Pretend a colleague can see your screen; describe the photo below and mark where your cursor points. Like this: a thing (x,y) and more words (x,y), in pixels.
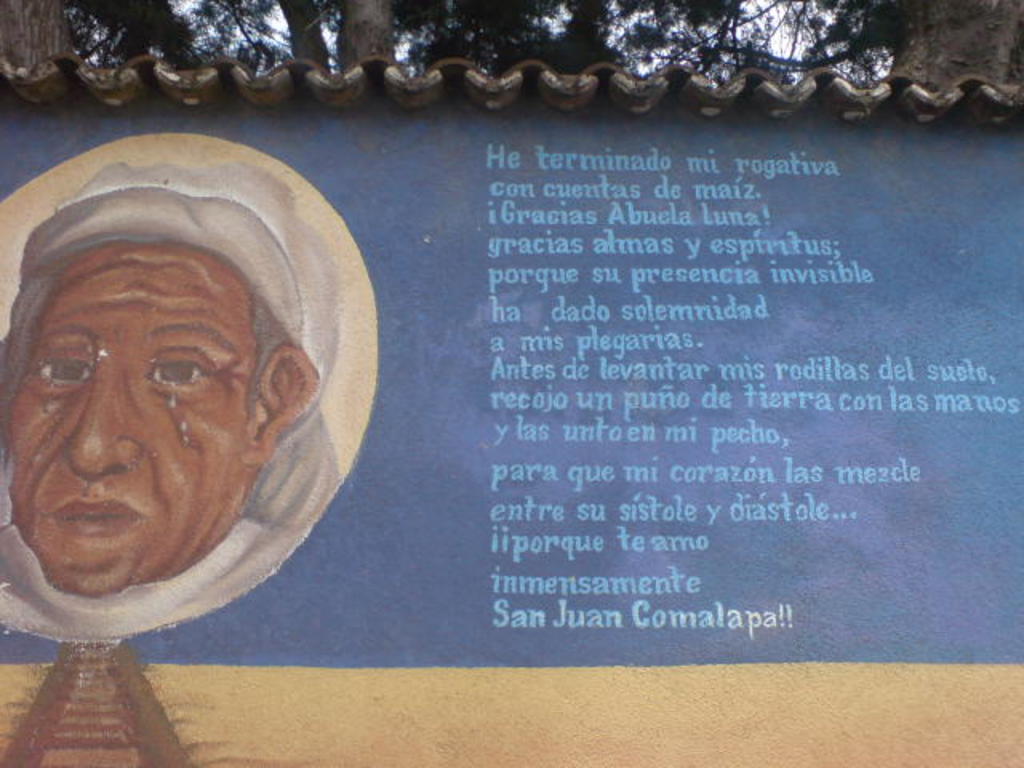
In this picture there is a building (634,627) and there is a picture (332,307) of a person (313,410) on the wall (427,517) and there is text (607,585) on the wall (644,533) and there are roof tiles (469,65) on the top of the building (443,108). Behind the building (443,108) there are trees (643,42). At the top (783,27) there is sky (780,15).
